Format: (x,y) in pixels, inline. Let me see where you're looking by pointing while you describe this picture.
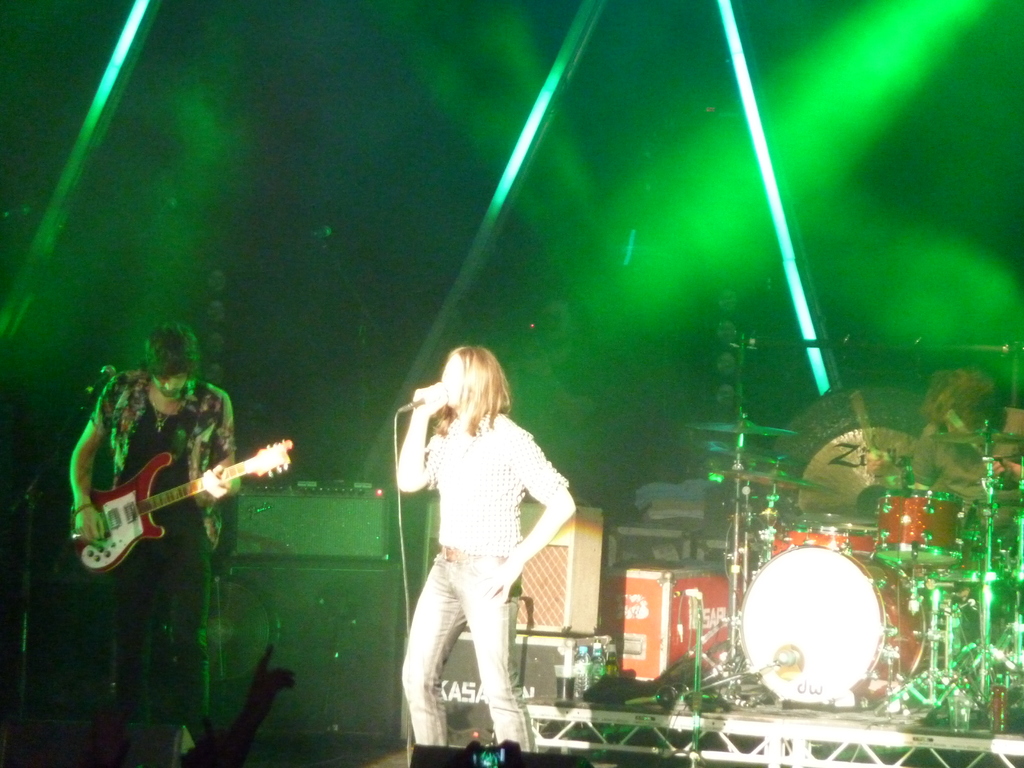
In this image a person (491,610) standing on the stage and holding a mike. Beside there is a person (181,504) holding a guitar (79,546) in his hand (207,489). Behind them there are electrical devices (364,583). Right side (816,600) there is a musical instrument (890,622). Bottom of image (489,751) there is light (507,752).
